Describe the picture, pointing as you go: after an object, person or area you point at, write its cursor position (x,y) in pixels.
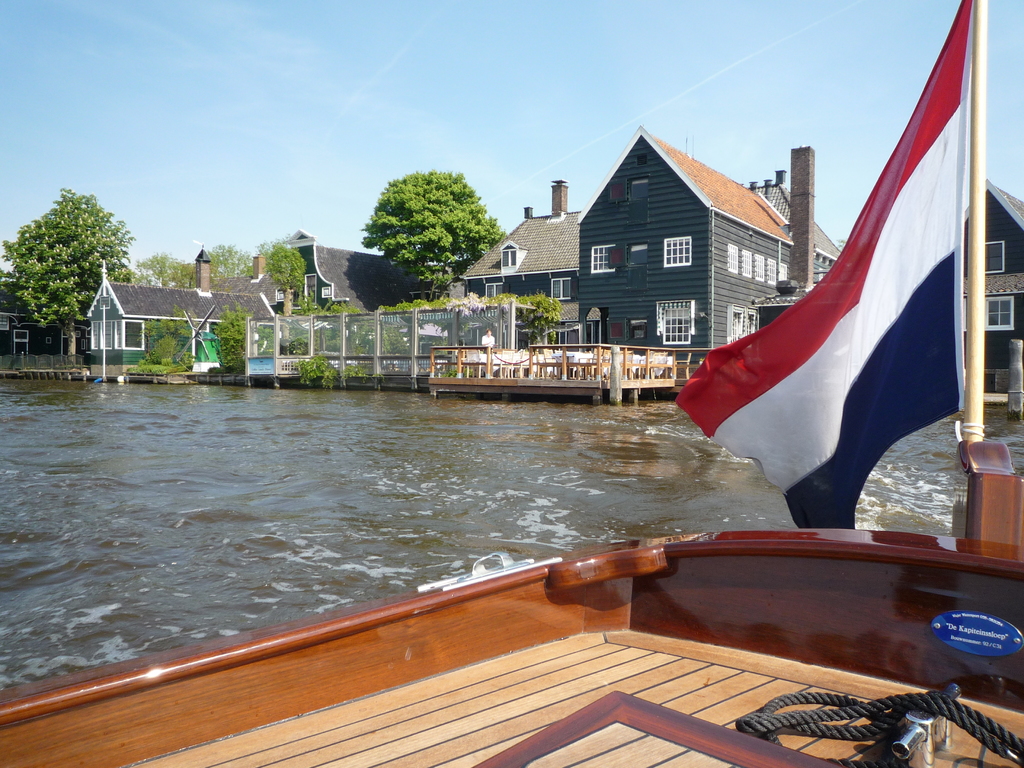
In this picture we can see a boat (763,666) on the water (296,537), side we can see some houses (240,286), trees (290,298) and we can see a person (490,345) standing in front of the chairs (545,354), tables (519,355) and we can see fencing (441,319).
